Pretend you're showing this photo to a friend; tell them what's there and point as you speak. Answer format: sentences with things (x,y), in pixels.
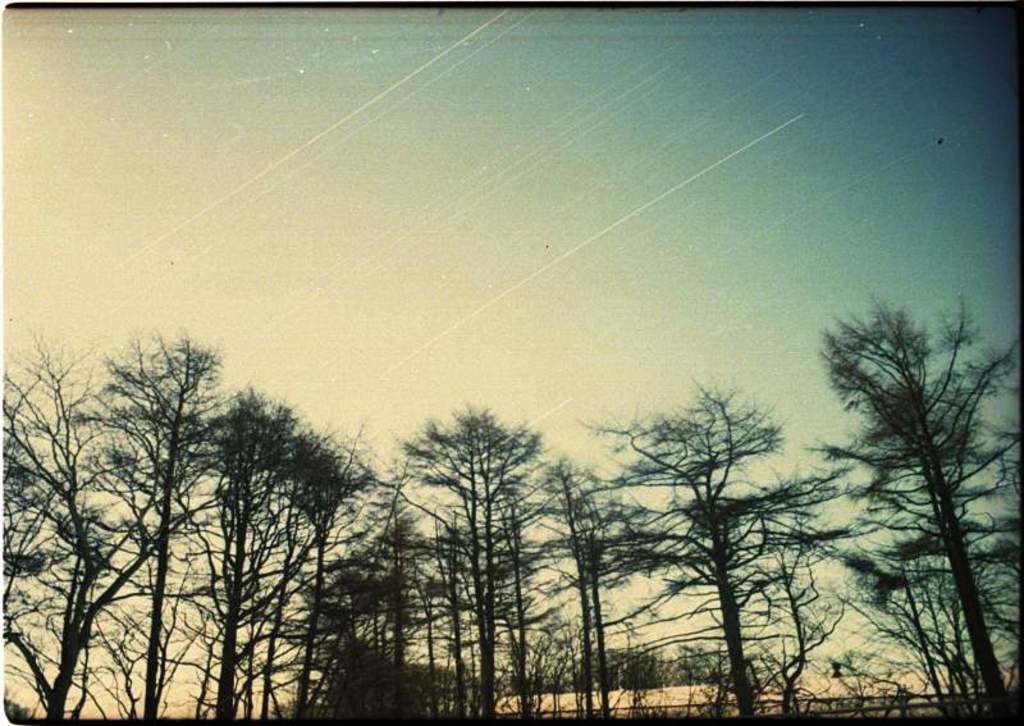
In this image there are trees (212,591) and the sky (477,227).
